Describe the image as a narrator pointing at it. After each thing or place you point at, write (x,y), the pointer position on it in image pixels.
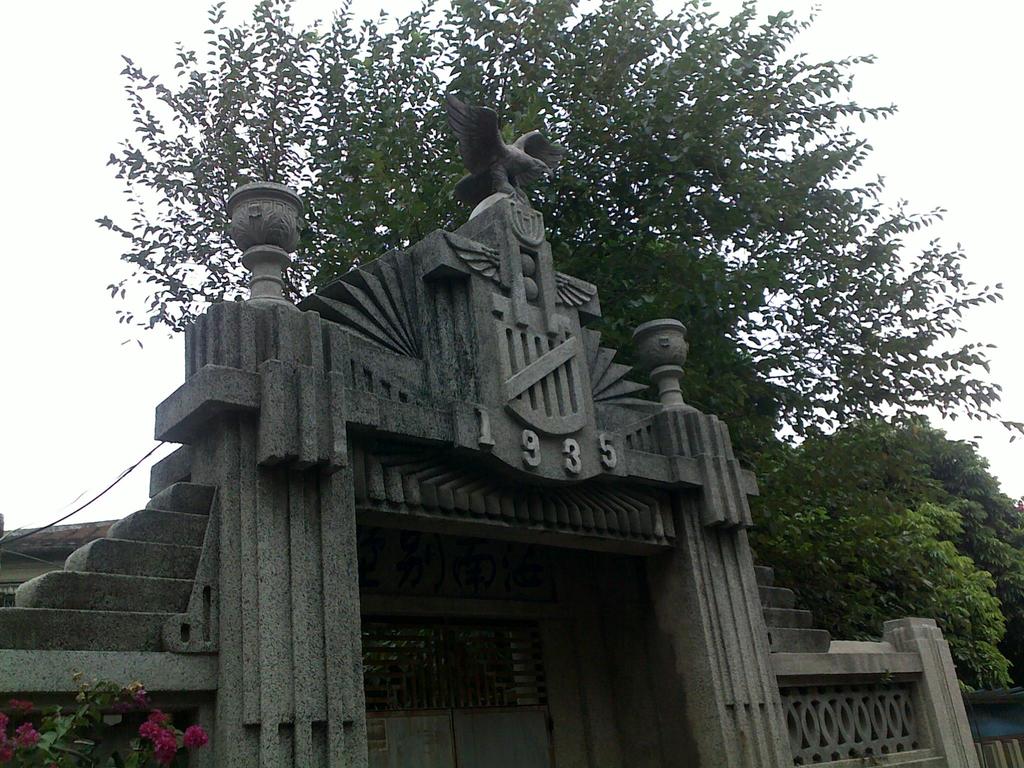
In this picture, there is a stone structure (511,471) with a gate (462,693). On the top of the structure (738,590), there is a statue (534,135) with some text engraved on it. In the background (663,100), there is a tree (829,331). Towards the right (903,536), there is another tree (909,547). At the bottom (90,734), there is a plant (174,764) with flowers (134,696).
